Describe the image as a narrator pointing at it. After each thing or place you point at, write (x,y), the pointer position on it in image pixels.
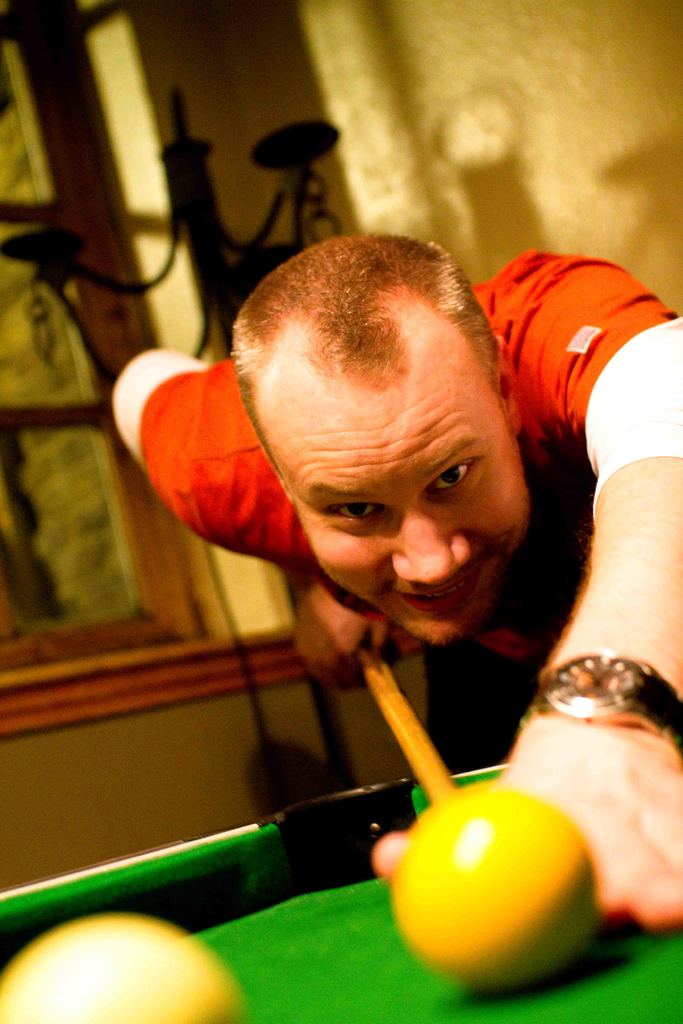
In a room (186,780) there is a man (337,632) standing bent holding a stick (374,660) to hit snooker ball (562,851). behind him there is a window (80,218).
